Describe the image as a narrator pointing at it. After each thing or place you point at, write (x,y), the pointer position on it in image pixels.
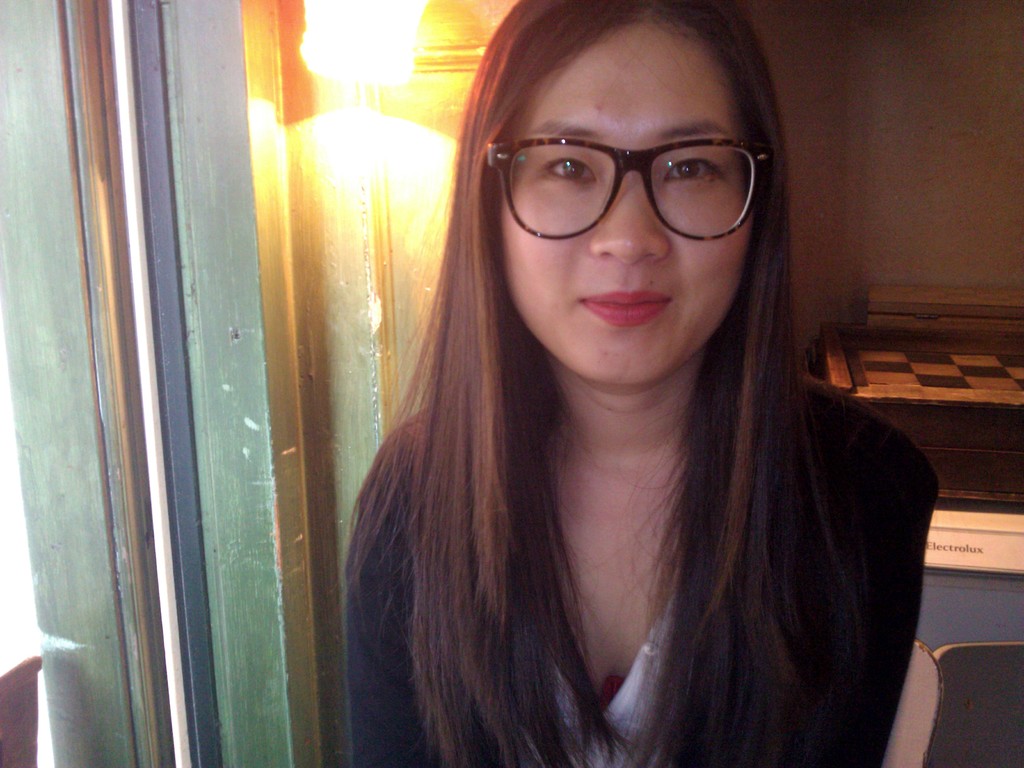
In this picture we can see a woman (597,360) is smiling in the front (606,431), she wore spectacles (612,193), in the background (877,127) there is a light (390,39) and a wall (831,120), on the right side (989,552) there is a name board (963,562).
